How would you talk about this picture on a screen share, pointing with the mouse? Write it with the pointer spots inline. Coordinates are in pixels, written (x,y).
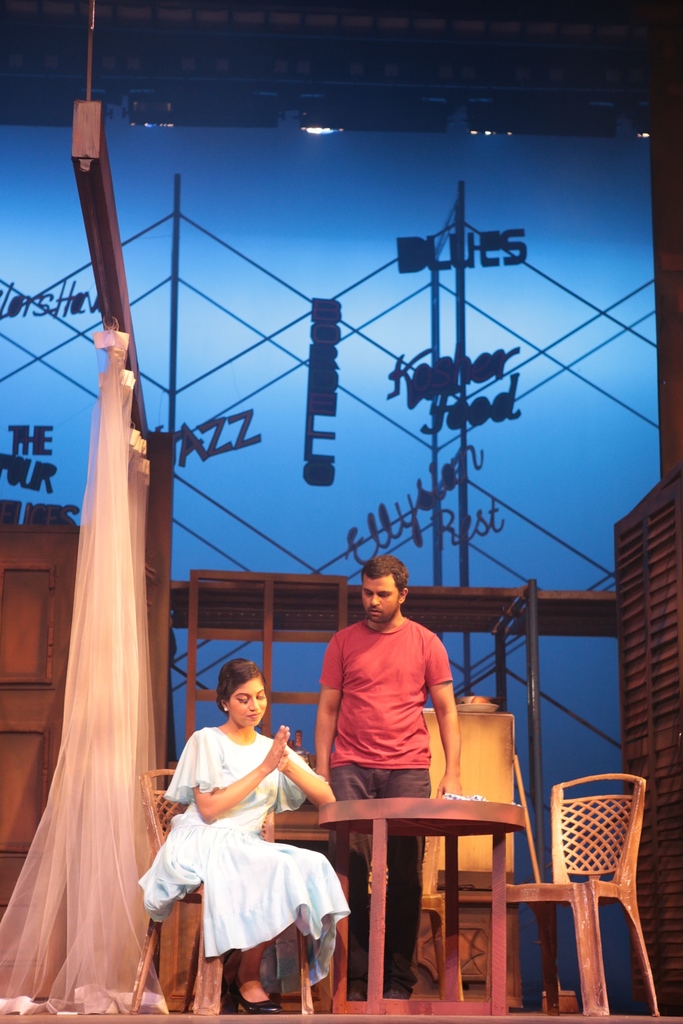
In the center (408,636) we can see one man (375,710) standing and one woman (205,757) sitting on chair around the table (413,818). On the right (634,821) we can see cupboard (646,808) and chair (638,821). On the left (118,646) there is a door (31,754) and curtain (115,761). In the background (452,442) we can see wall (396,480) and lights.
